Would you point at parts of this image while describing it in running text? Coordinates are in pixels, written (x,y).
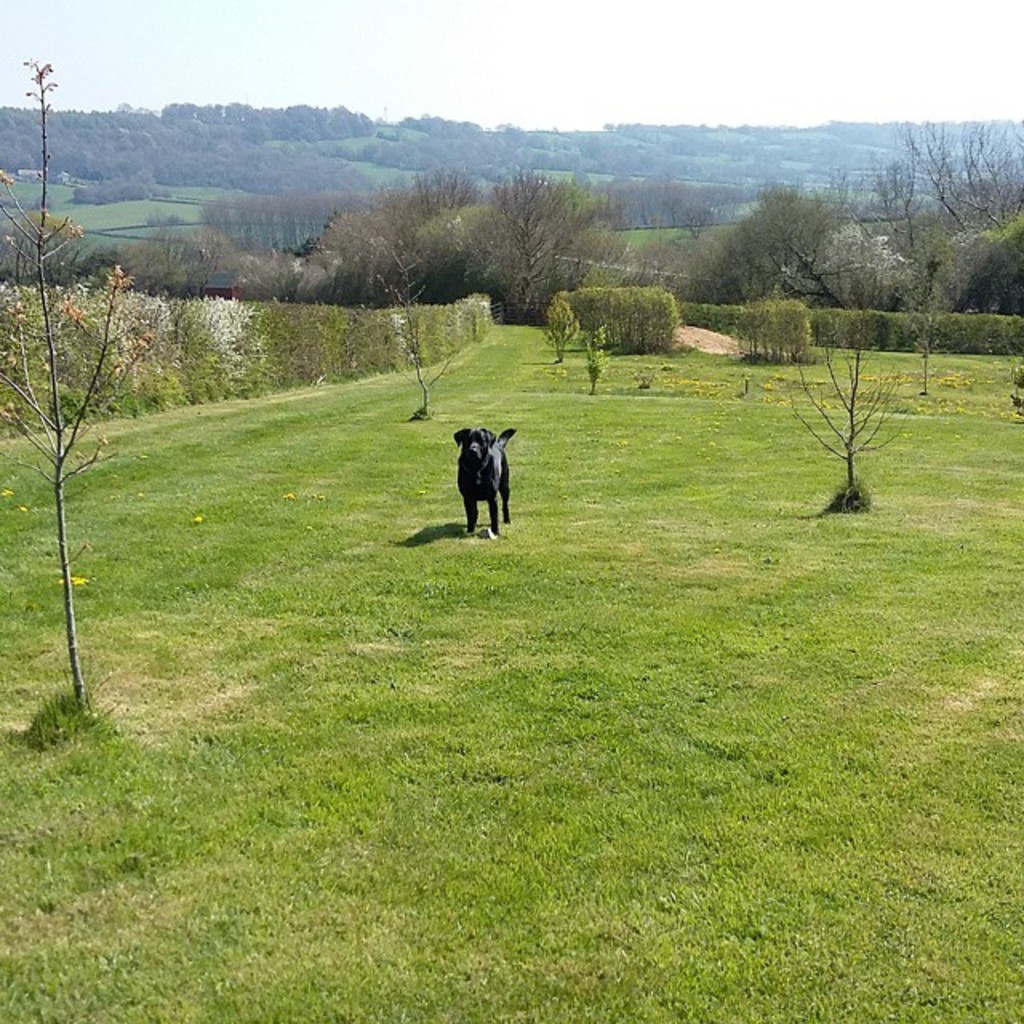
In the middle of the image (464,461) we can see a dog (491,432) on the grass (600,607), in the background (662,217) we can see few trees (364,304).
